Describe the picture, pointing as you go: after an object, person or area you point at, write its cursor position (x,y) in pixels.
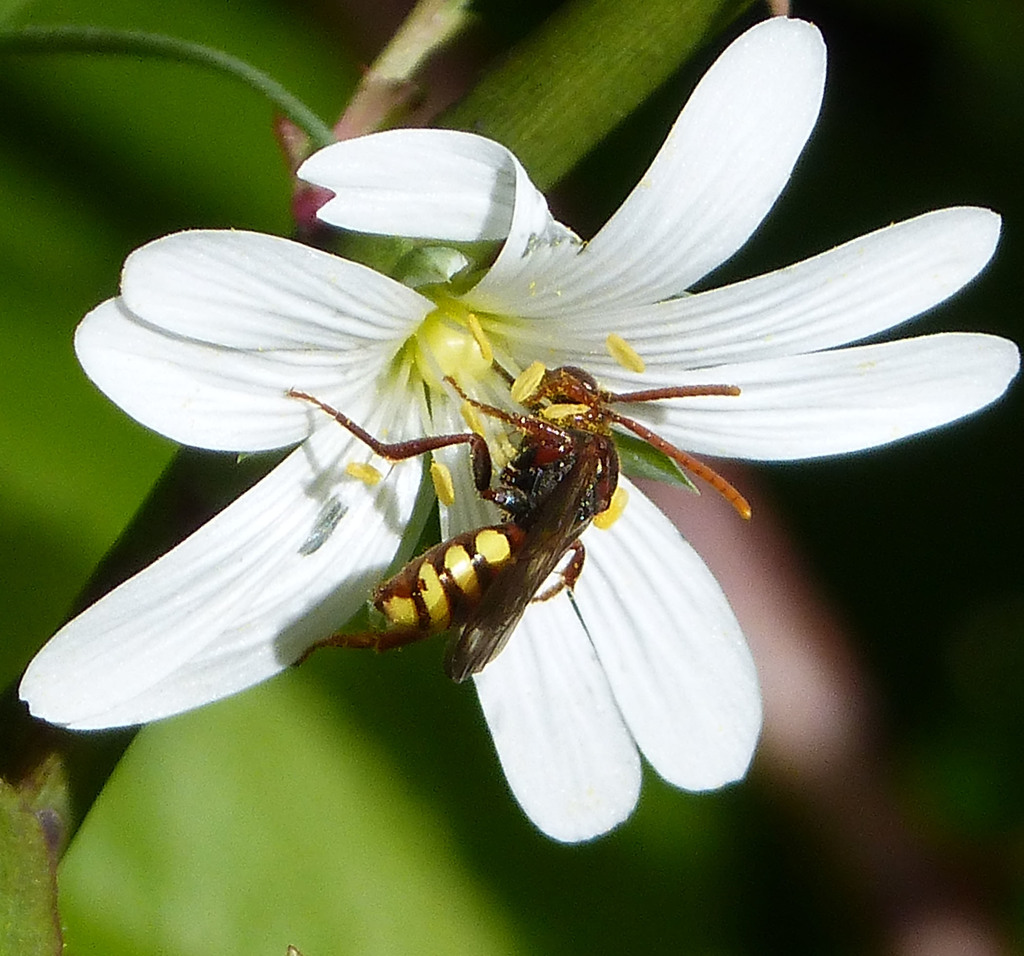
In this image we can see there is a bee (407,620) on the flower (368,602).
